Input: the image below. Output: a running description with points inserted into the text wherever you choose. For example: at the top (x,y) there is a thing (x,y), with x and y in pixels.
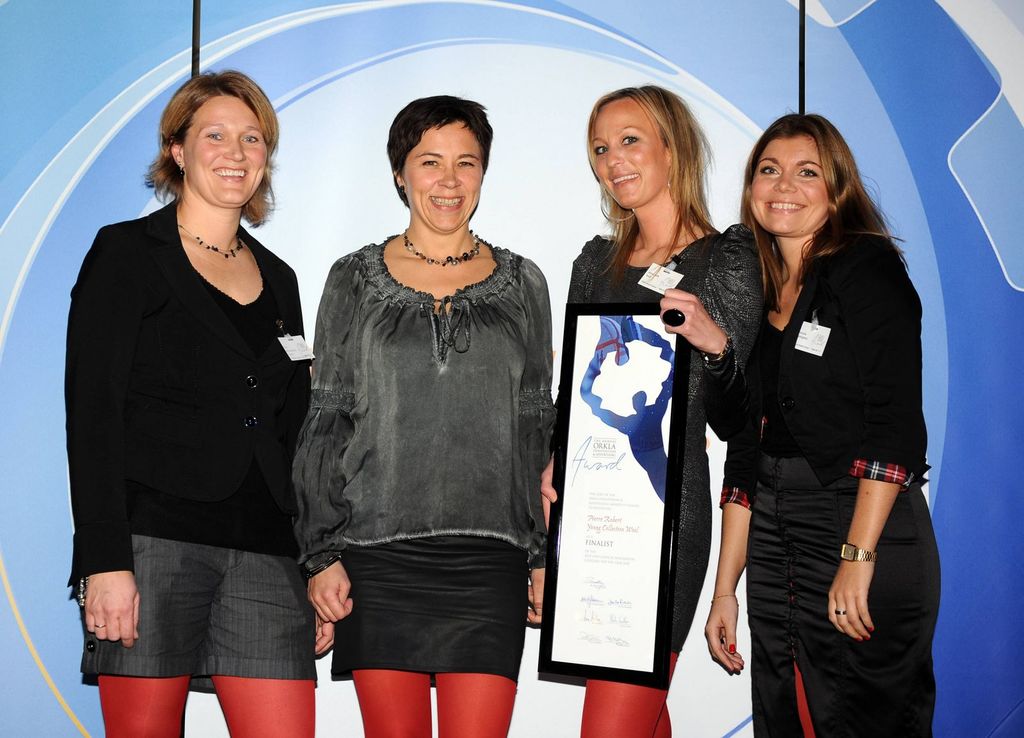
In this picture I can see few people (507,489) standing and a woman (631,286) holding a photo frame (588,495) with some text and it looks like a design (444,85) on the wall (445,94) in the background (525,135).
